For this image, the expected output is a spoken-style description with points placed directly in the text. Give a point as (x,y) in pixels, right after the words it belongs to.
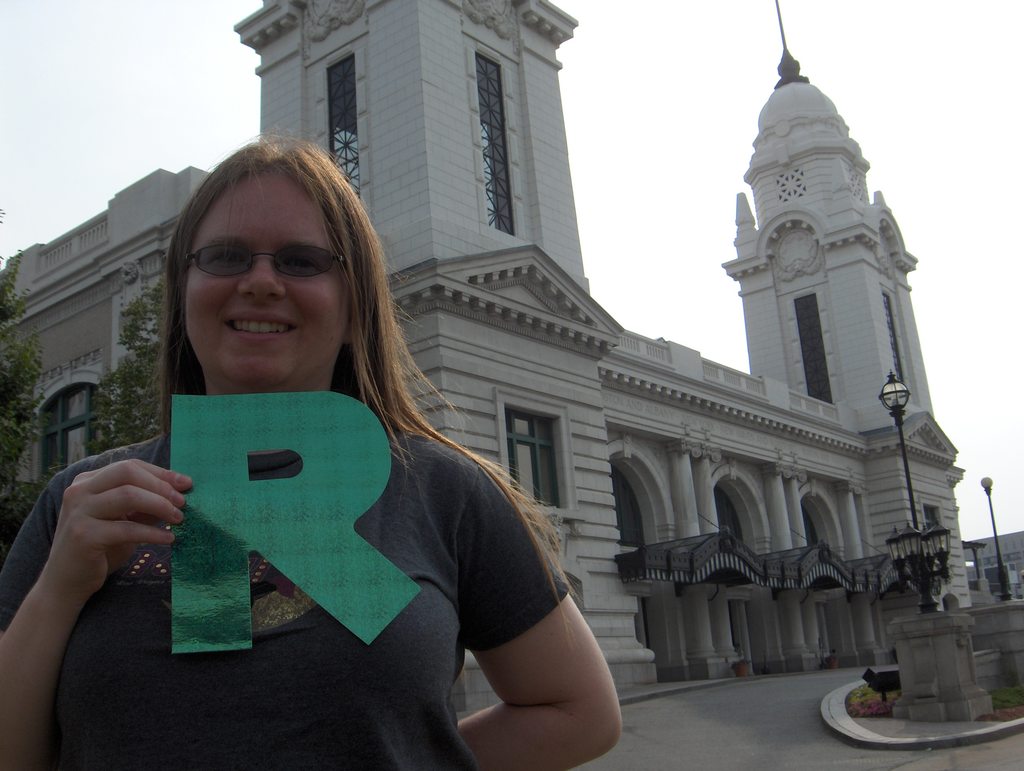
In this image there is one women (264,560) standing on the left side of this image (220,521) is holding an object (244,567) and there is a building (545,372) in the background (525,428). There is a tree (15,439) on the left side of this image (3,429) and there is a sky (715,103) at top of this image (637,110). There are some poles (922,557) on the right side of this image (921,569).
